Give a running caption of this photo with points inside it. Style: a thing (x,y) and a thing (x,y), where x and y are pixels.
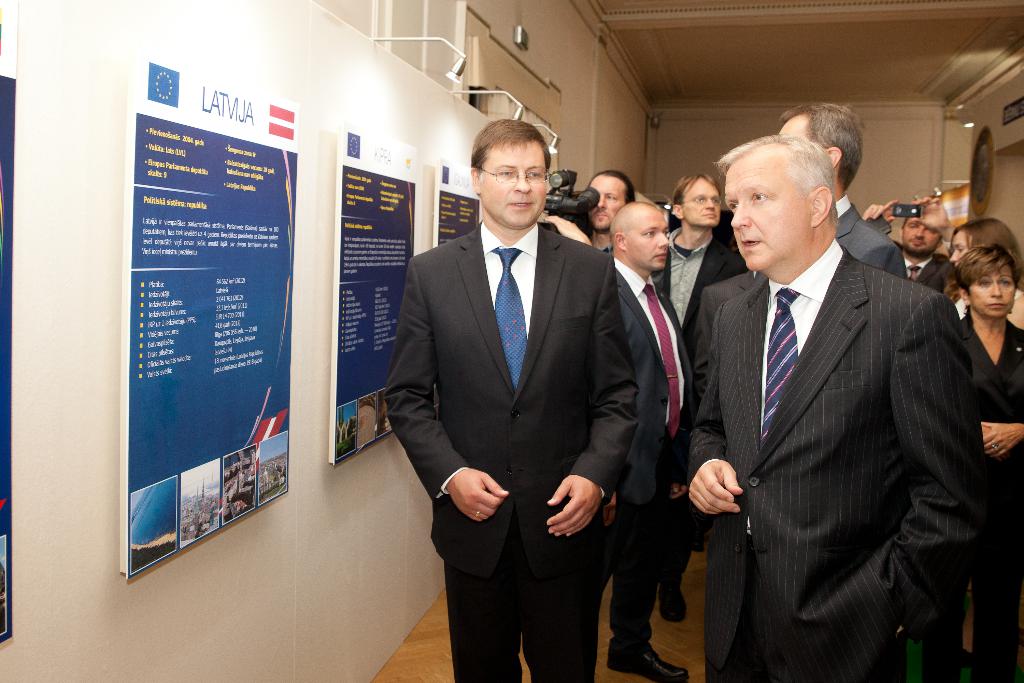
In the foreground of this picture (432,390), we see two men (632,402) in black suit (850,463) and in the background (817,110), we see the crowd (792,123) and on left (90,353) we see the wall (106,401) with banners (215,330) and lights (455,63). On the top (712,31), we see the ceiling (766,43).
